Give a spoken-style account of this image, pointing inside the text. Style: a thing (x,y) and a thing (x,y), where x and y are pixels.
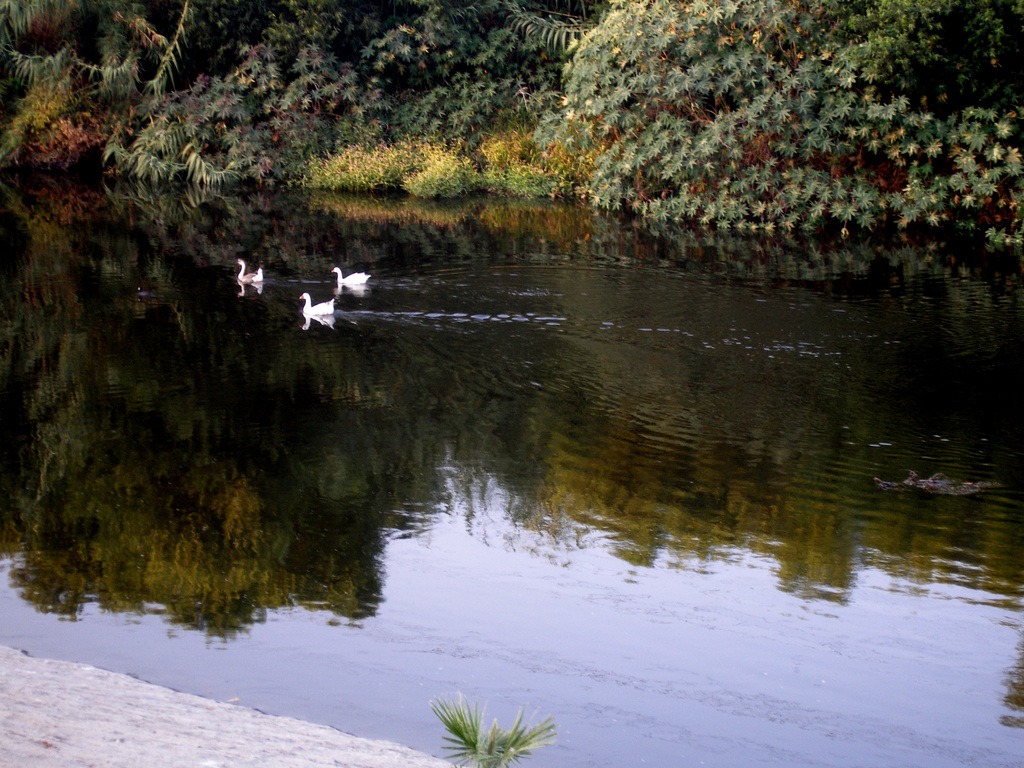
In this image I can see three birds (330,309) on the water (344,516). I can see these birds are in white color. In the background (338,107) there are many trees (584,57). I can also see the grass (489,747) in the water (297,333).
